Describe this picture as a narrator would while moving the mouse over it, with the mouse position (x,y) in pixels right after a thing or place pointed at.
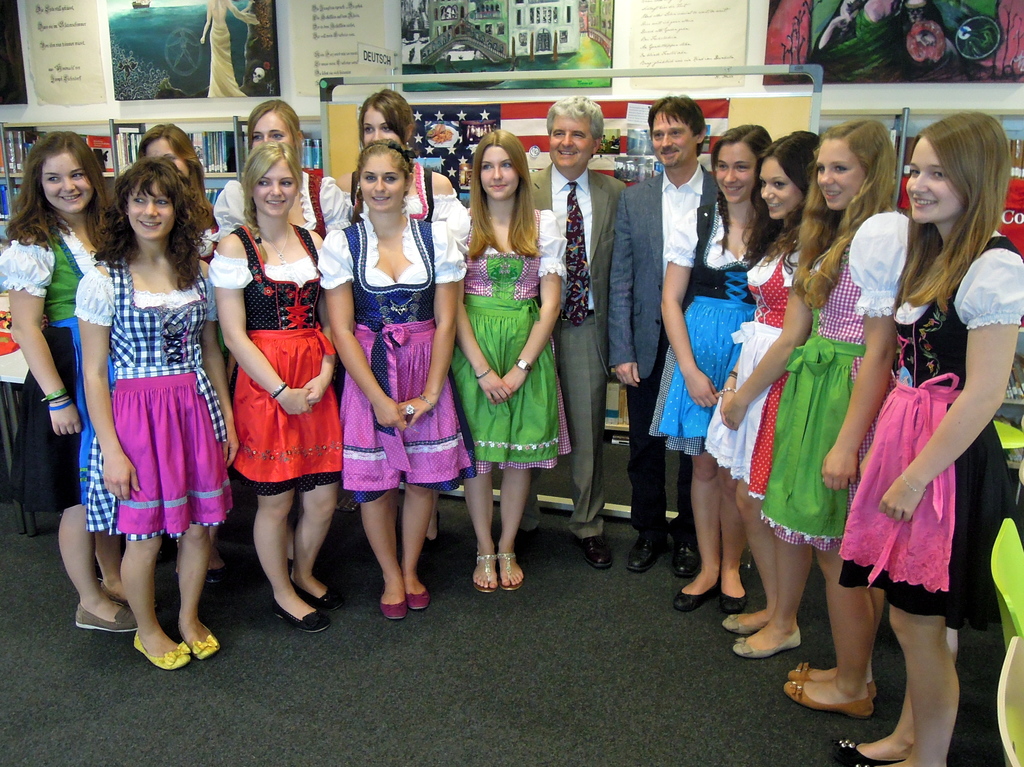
In this image I can see group of people (849,438) standing, in front I can see a person (605,205) wearing brown blazer (609,214), white shirt (580,197). Background (265,40) I can see few frames (257,58) attached to the wall (732,64).
